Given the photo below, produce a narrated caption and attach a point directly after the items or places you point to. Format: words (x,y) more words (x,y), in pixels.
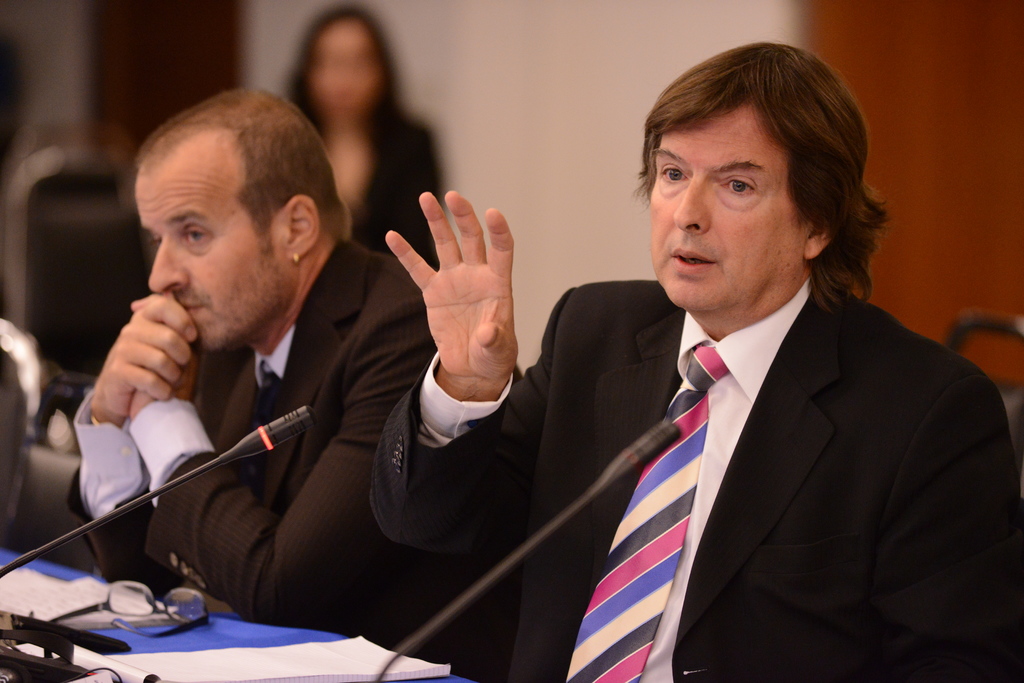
In the center of the image (496,395) we can see a two persons (446,446) are sitting on a chair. At the bottom of the image (312,630) we can see a table (168,637). On the table (289,641) there is a spectacles (117,619), book (329,652), mics (465,605) and some objects (48,650) are there. In the background of the image (599,163) wall (561,152) is there.
